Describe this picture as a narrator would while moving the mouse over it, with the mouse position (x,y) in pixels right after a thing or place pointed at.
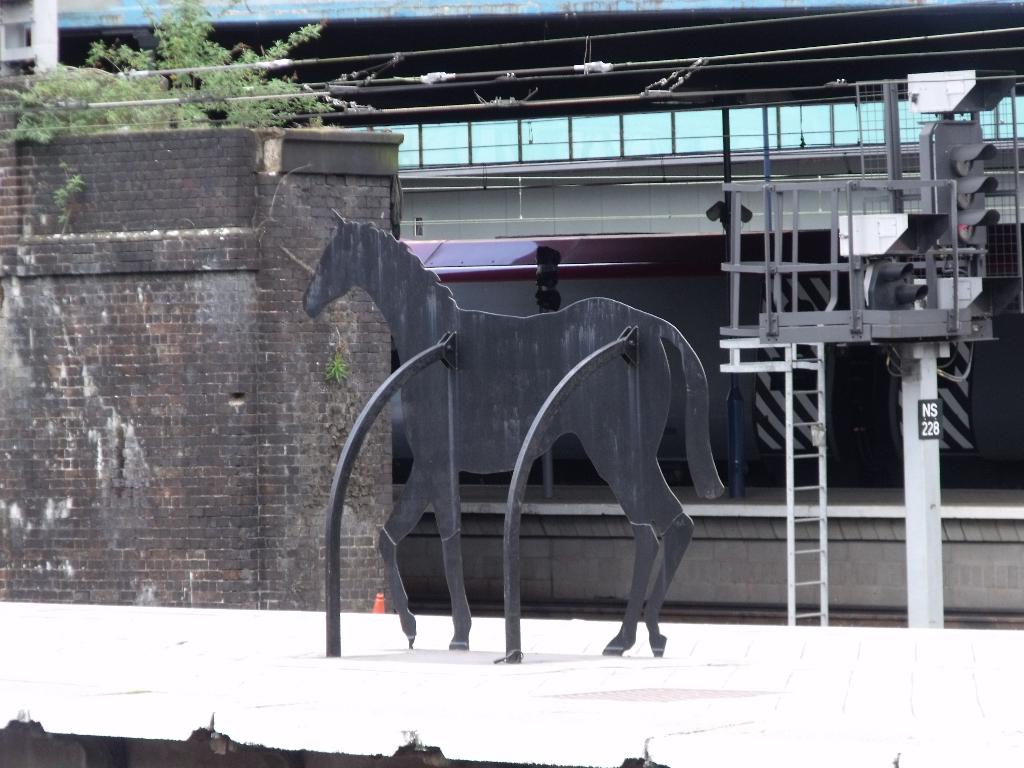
In the image there is an idol of a horse (431,368) and on the left side (159,343) there is a brick wall (185,145) and on that wall (261,134) there is a plant (204,36). In the background (836,234) there are few traffic signal poles (940,210) and behind that there are many windows (619,133).
